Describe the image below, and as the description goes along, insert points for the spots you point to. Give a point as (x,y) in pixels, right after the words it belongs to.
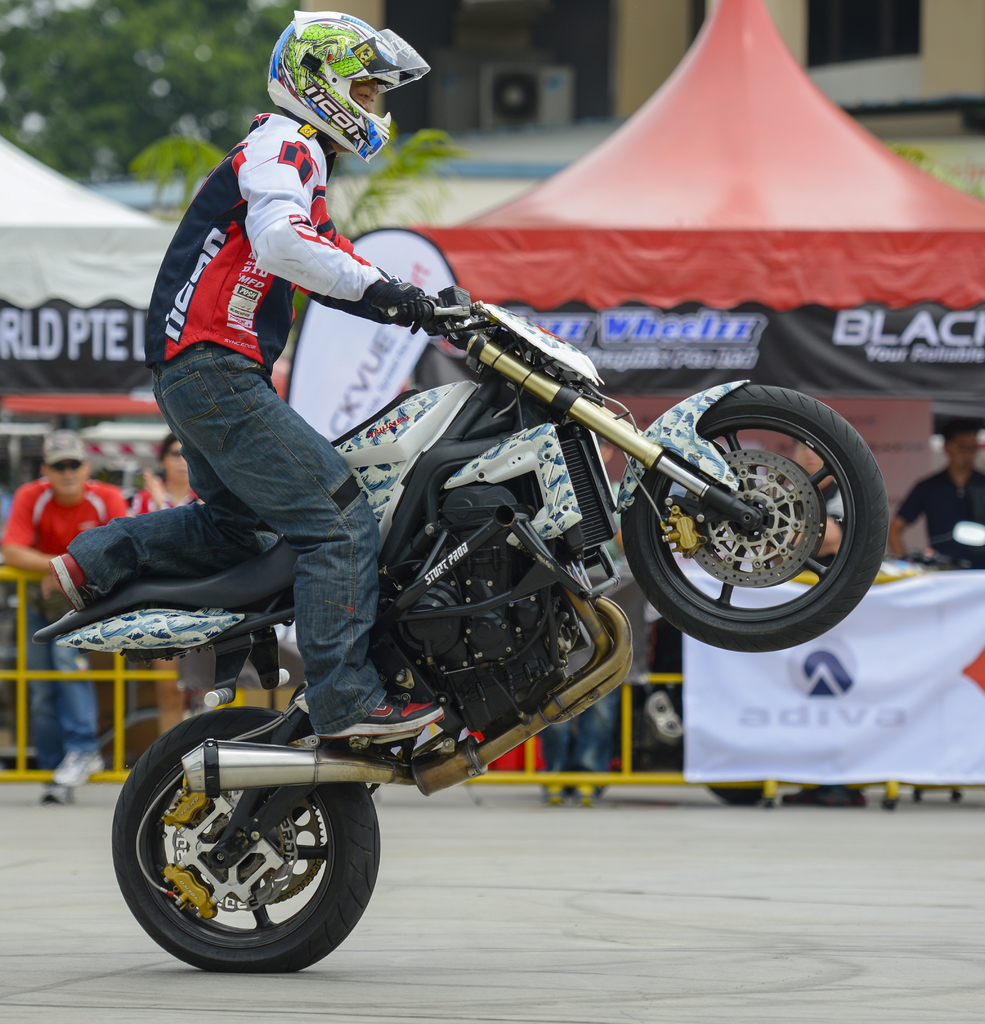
This man (297,476) is trying to lift this bike (507,376). He is holding this bike (453,320). This man (263,181) wore helmet (316,101). Far there are trees (106,109) and building (804,44). This are tents (581,188). In-front of this tent (933,238) few persons (978,475) are standing. A banner (716,655) is on fence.
